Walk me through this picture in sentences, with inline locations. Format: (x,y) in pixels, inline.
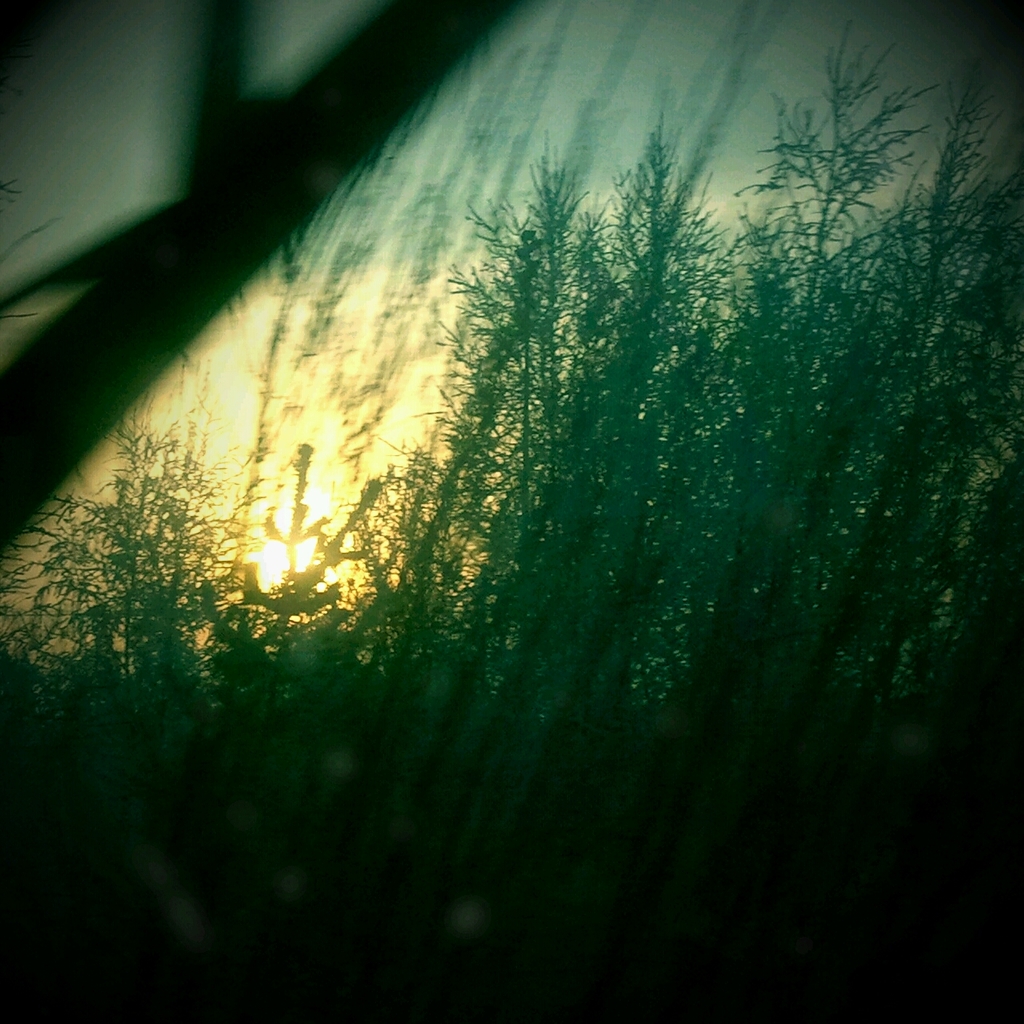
It is a beautiful sunrise picture, there are many plants (623,539) and the sun (277,545) is rising behind the plants (357,518).
